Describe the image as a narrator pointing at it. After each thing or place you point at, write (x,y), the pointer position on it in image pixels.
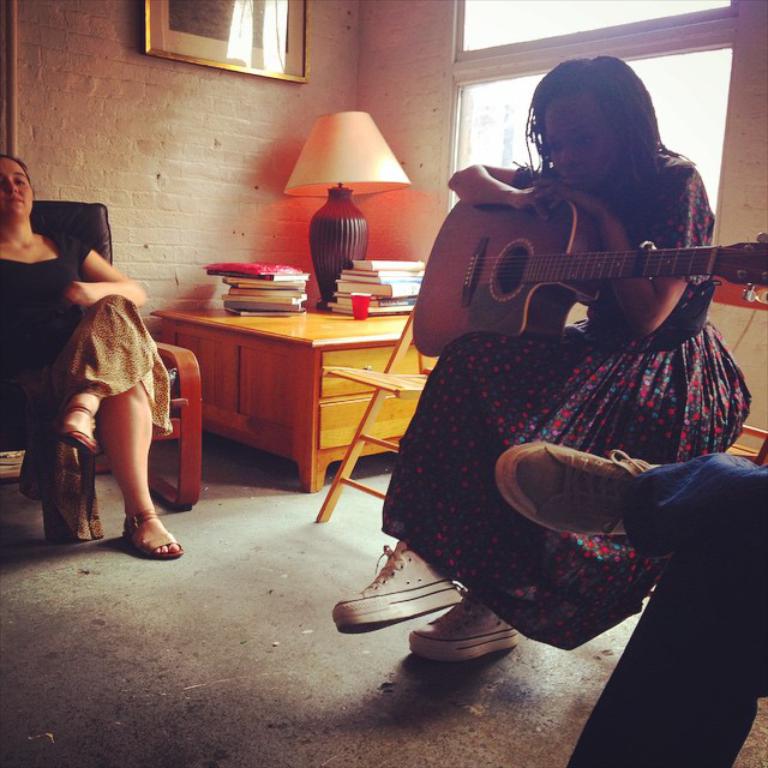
There is a room (206,343). The three peoples (509,175) are sitting on a chairs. In the center (441,480) we have a woman (441,459). She is holding a guitar (533,263). There is a table (297,318). There is a cup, books (280,303), lamp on a table (333,328). We can see in background (111,145) photo frame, window (476,146) and white wall brick (86,196).
